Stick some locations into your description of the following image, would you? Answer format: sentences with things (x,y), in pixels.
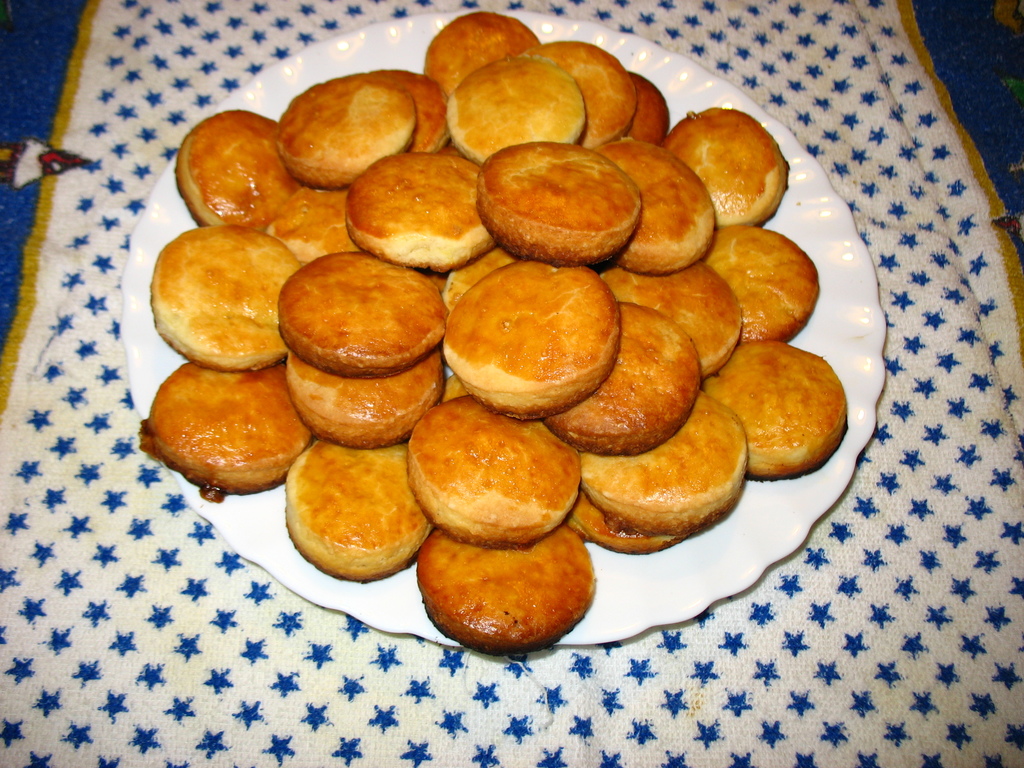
In this image we can see many biscuits (487,331) in the plate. There is a cloth (155,72) below the plate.
